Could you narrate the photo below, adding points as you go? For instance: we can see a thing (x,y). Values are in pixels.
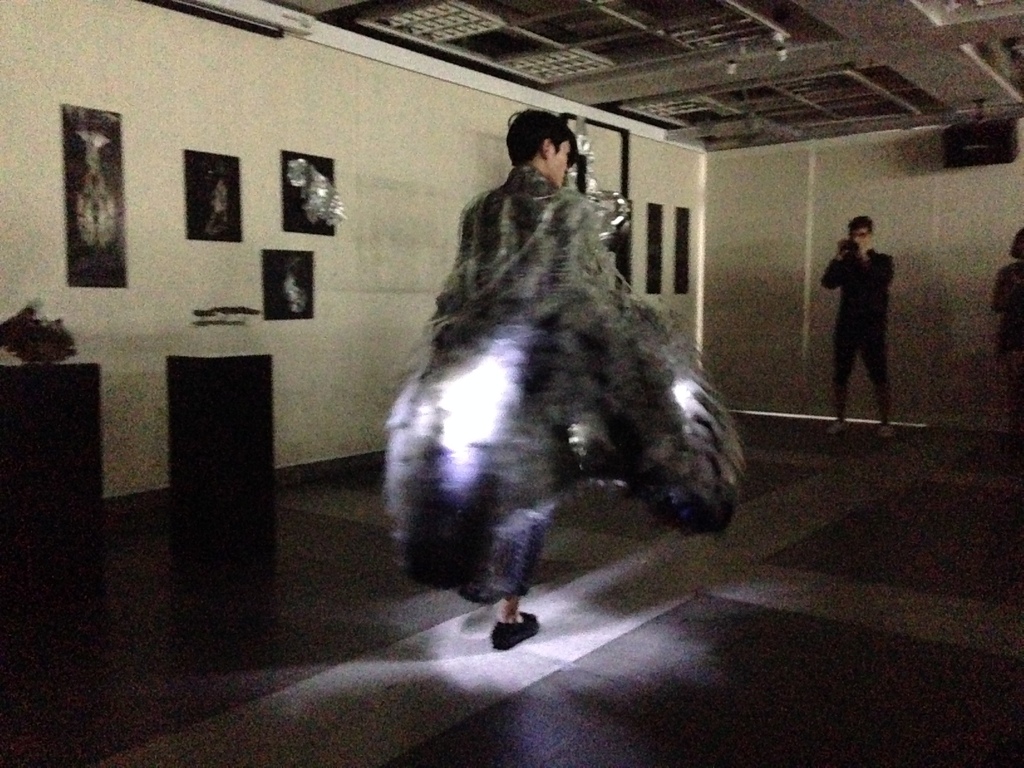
In this image I can see a person (560,349) wearing a costume (565,316) is standing on the floor (584,605). I can see few lights (497,360) in his costume (599,429). In the background (401,132) I can see the wall (451,170), few photo frames (214,190) attached to the wall (266,181), a person (842,244) standing and holding an object (854,251) in his hand (840,241), the ceiling (854,56) and few other objects (974,160).
